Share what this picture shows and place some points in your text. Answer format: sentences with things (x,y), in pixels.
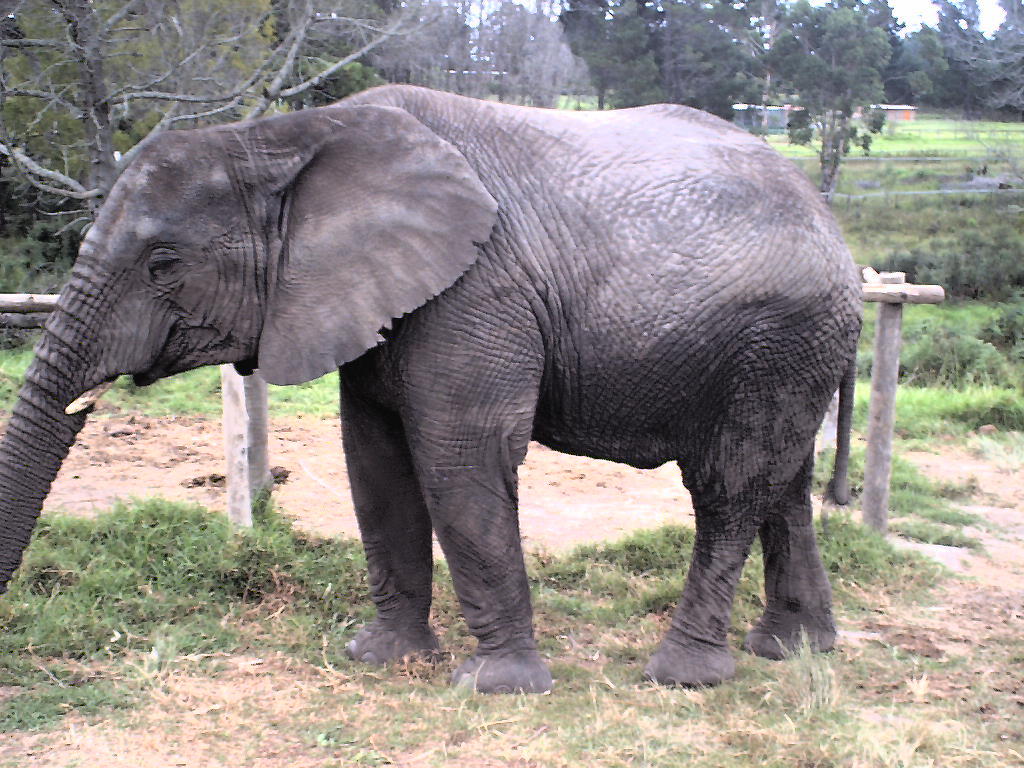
In this image I can see an elephant (569,391) which is black, brown and cream in color is standing on the ground (600,562). I can see some grass (190,634), few poles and few trees (641,67). In the background (764,120) I can see two houses (780,113) and the sky (995,21).
